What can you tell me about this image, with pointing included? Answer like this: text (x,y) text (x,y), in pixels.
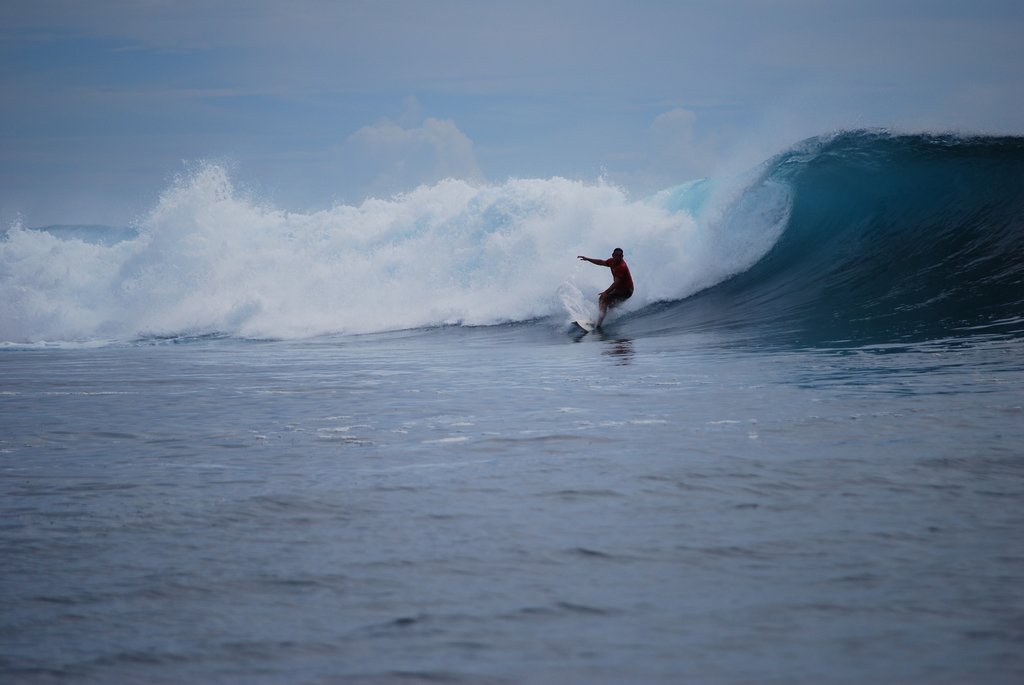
In this picture we can see a person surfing on water (337,406) and we can see sky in the background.
